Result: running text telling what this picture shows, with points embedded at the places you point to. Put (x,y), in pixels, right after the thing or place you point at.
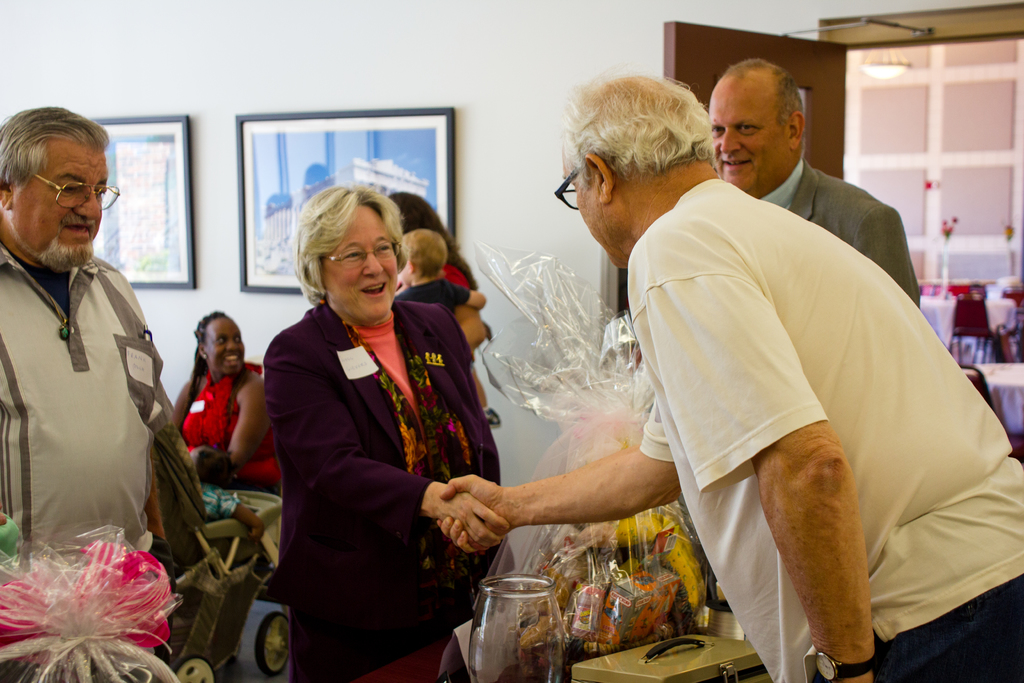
In this image there are few people (311,433), in them two are shake handing, one is lady (452,367) and one is a person (659,443), in between them there is a table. On the table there are baskets (583,588), glass (523,625) and some other objects (620,589). In the background (134,147) there are two photo frames (157,151) are hanging on the wall (356,44) and there is an open door (841,105). From the door (810,70), we can see there are few tables (1005,370) and chairs (1019,335).
